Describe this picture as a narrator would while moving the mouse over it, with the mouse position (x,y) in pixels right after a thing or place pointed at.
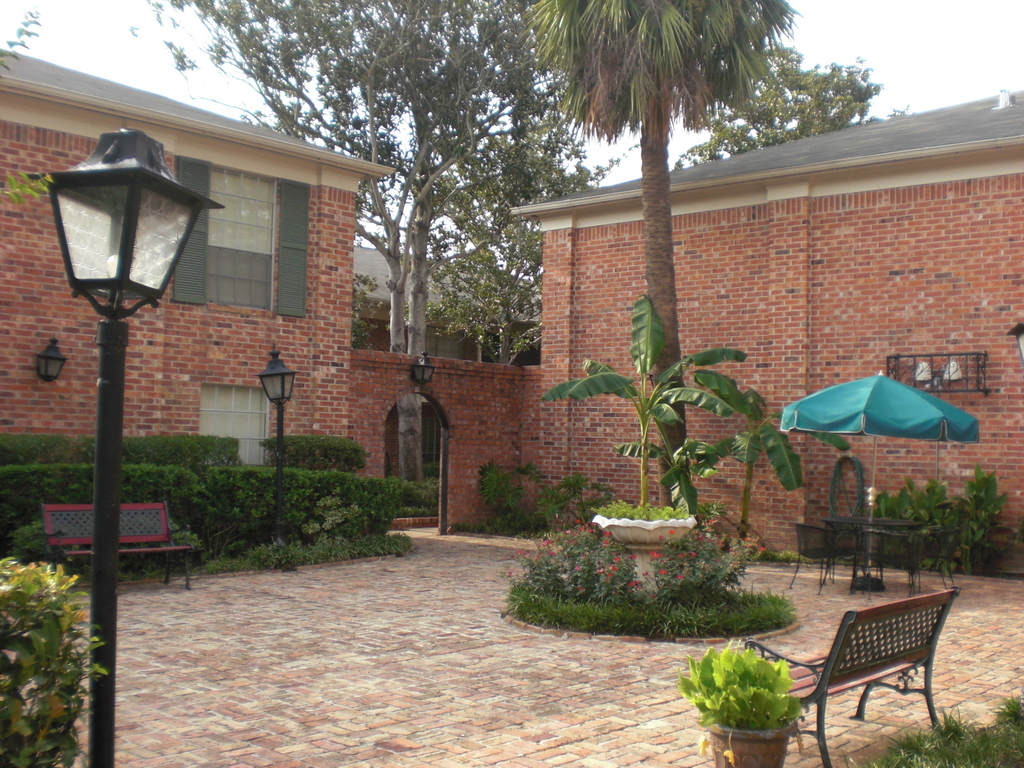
In this picture we see couple of houses (23,418), few trees (716,154) and a umbrella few chairs (813,538) and two benches (911,610) and a couple of pole lights (279,413).
